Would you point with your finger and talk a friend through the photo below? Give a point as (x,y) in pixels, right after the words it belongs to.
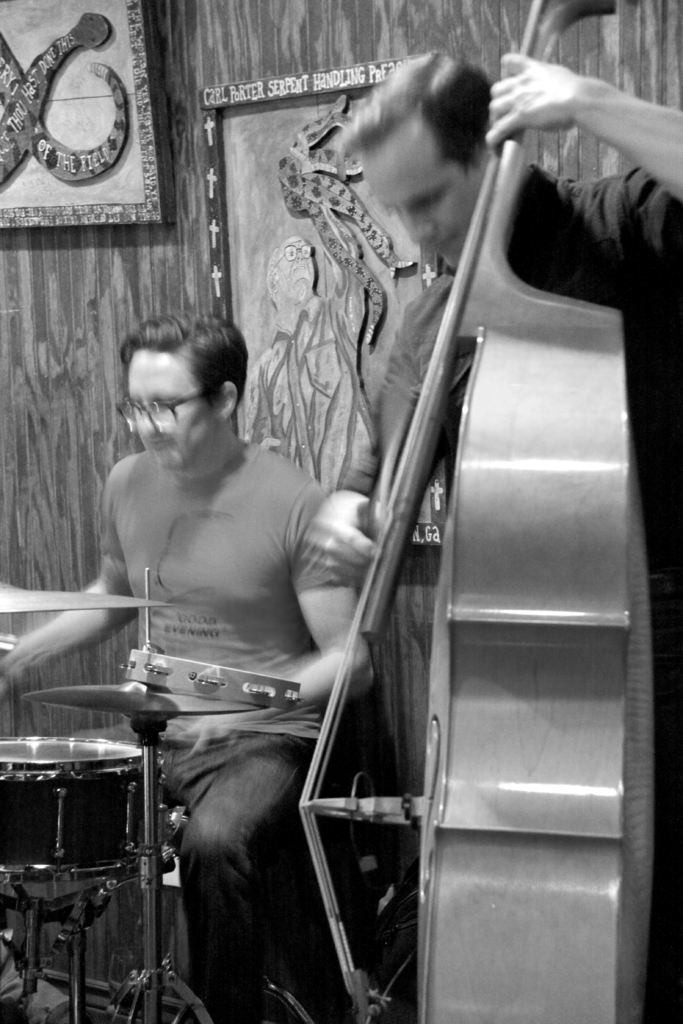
In this image we can see a black and white picture of two persons (545,185). One person (528,190) is holding a double bass (509,728) in his hands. One person (316,711) is wearing spectacles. To the left side of the image (140,780) we can see musical instruments (140,789) on stands (28,958). In the background (274,205), we can see photo frames (243,108) on the wall (3,367).
